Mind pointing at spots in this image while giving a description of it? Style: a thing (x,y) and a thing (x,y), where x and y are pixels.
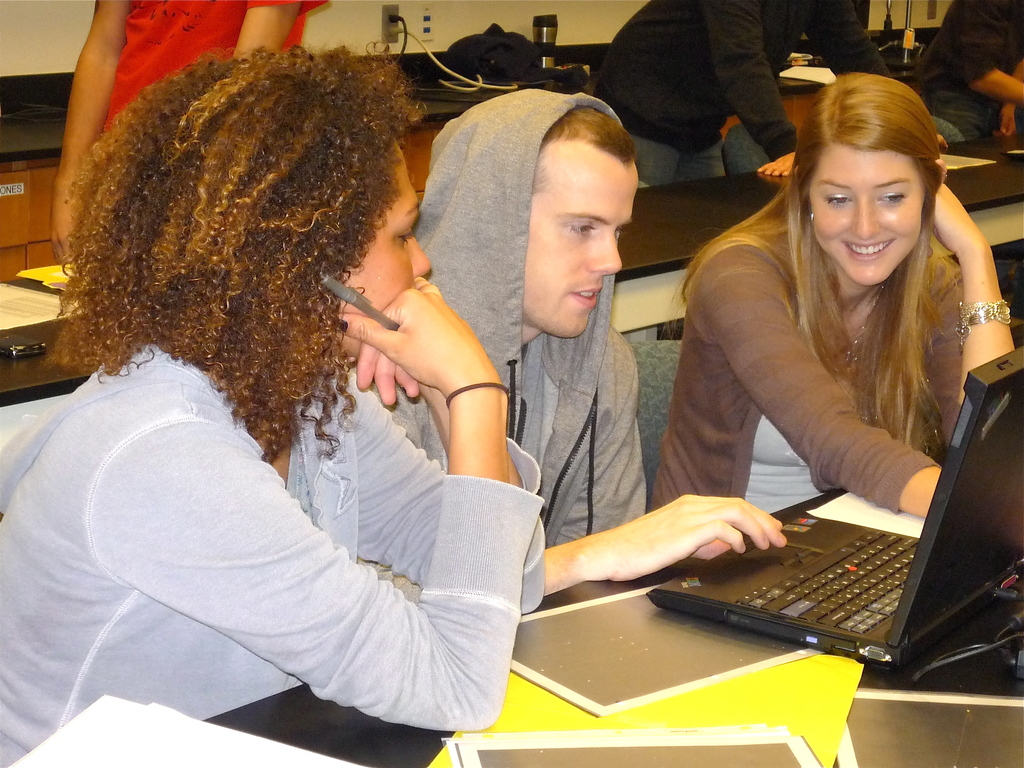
In the foreground of the image (659,347) there are people (316,331) sitting on chairs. There is a table (267,710) on which there is a laptop (800,564). In the background of the image (760,124) there are people (721,51). There is a table (642,330). There is wall (511,25).
